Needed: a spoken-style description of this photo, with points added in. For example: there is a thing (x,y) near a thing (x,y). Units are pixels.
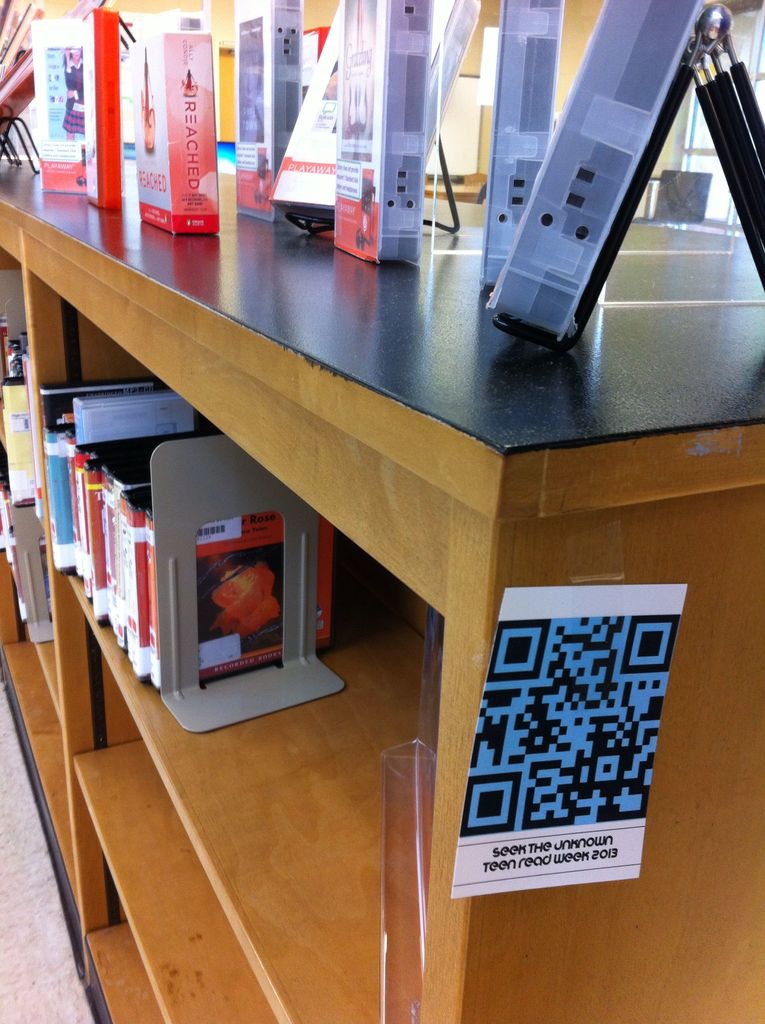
In this image I can see the wooden rack (311,715) which is brown and black in color and I can see number of books (152,569) in the rack (40,412). I can see a paper (596,739) is attached to the rack (279,785) on which I can see a bar code (564,629). On the rack (474,360) I can see few boxes (541,249) which are red, white and black in color. In the background (595,13) I can see the cream colored wall (582,7).
